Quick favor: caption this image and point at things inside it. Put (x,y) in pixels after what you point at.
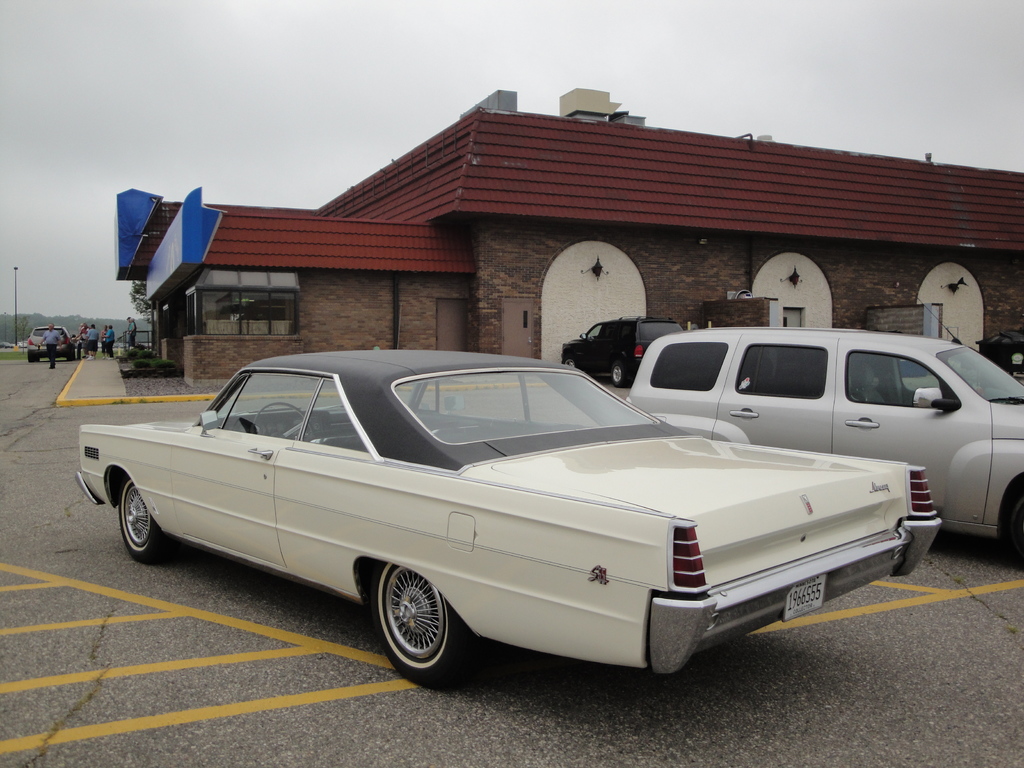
There are vehicles (890,443) on the road (678,686). In the background (153,324), there are persons (79,342), a vehicle (74,344), a building (436,319), trees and there are clouds (183,128) in the sky (552,70).
